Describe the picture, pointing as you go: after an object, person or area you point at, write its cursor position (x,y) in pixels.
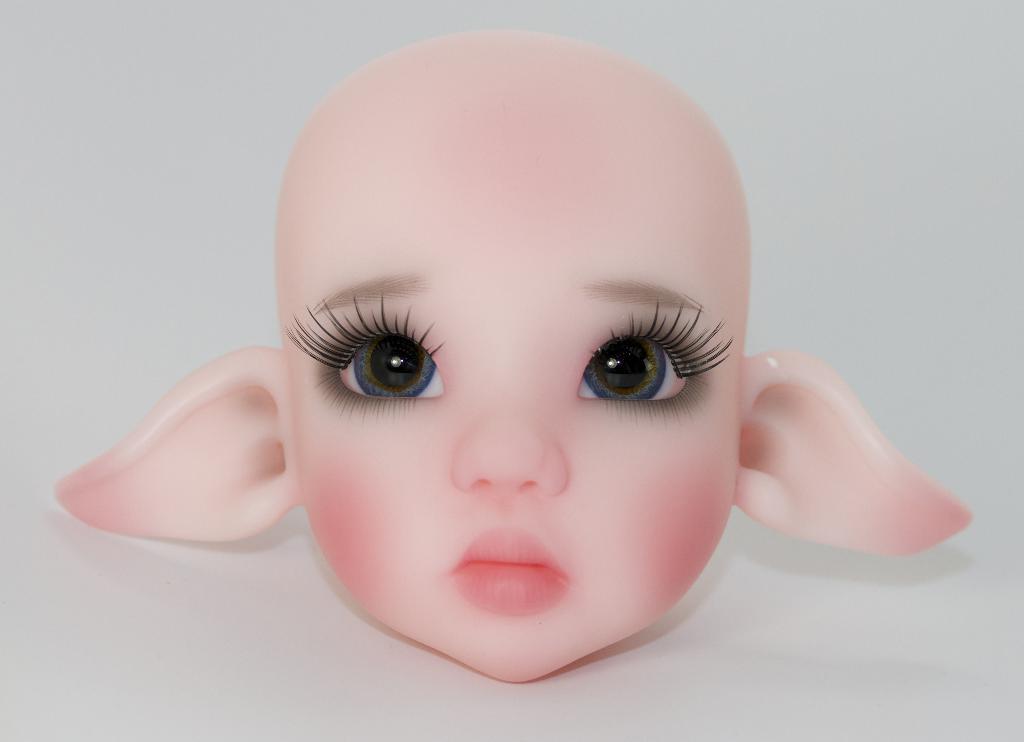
In this picture there is a head (683,381) of a toy (681,517) with two eyes (673,392), two ears (767,447), nose (515,456), mouth (485,564) and pink cheeks (367,545). At the back (995,116) there is a white background (124,265).
